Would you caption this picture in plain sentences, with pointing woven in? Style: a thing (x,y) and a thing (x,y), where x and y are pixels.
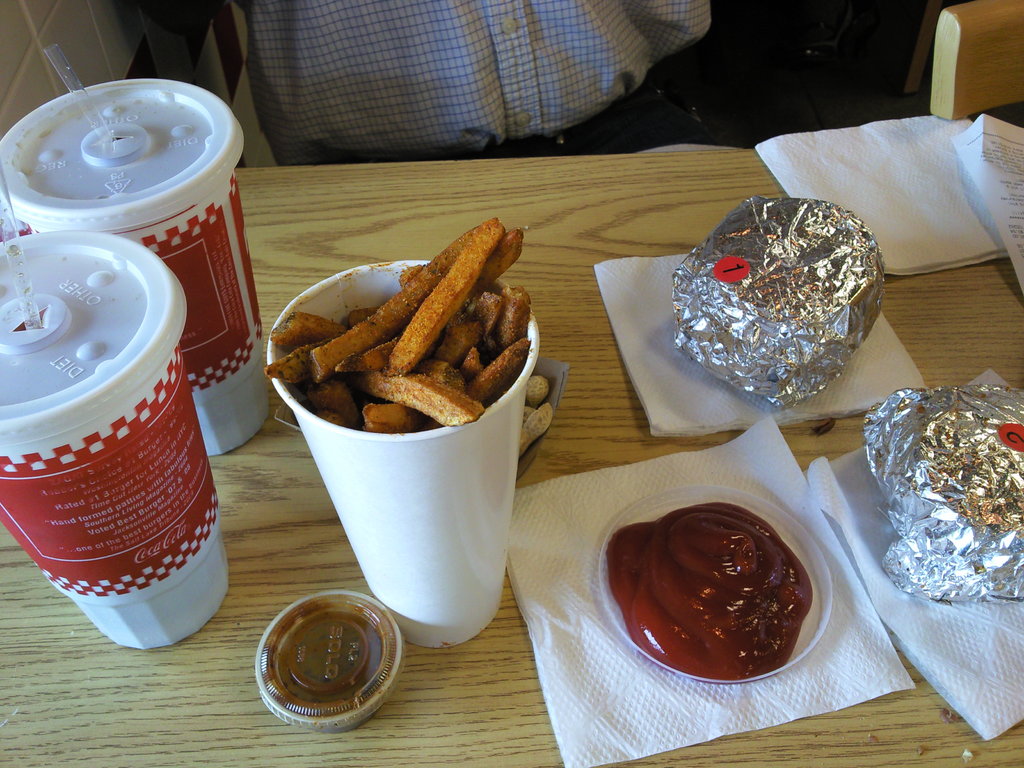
There is a wooden surface (373,198). On that there are tissues (744,410), plate (813,592) with sauce (665,587), glass (431,500) with potato wedges (431,410), glasses (182,340) with straws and lids (116,225) and aluminium packets (698,332). In the back (515,70) there is a person (581,87).
